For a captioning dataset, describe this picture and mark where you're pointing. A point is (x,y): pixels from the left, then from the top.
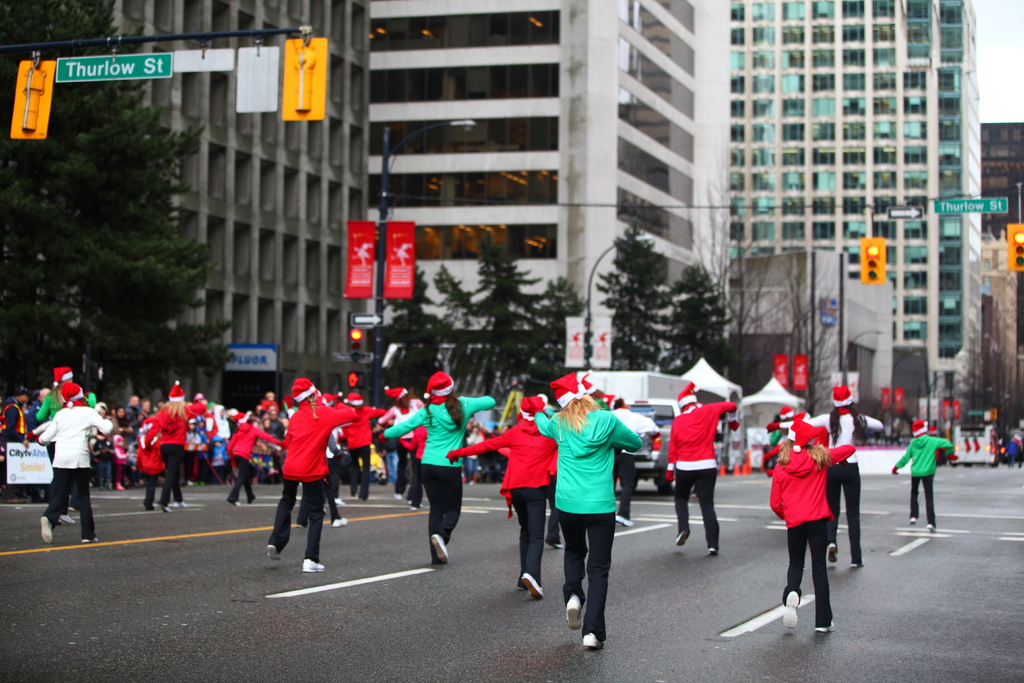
In this image, I can see a group of people (555,470) with christmas hats (238,422) are dancing on the road (715,615) and few people (221,435) standing. At the top left side of the image (22,106), there are boards (170,56) attached to a pole (132,37). In front of these people (803,515), I can see the buildings (949,231), trees (550,327), poles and a vehicle (665,413).
